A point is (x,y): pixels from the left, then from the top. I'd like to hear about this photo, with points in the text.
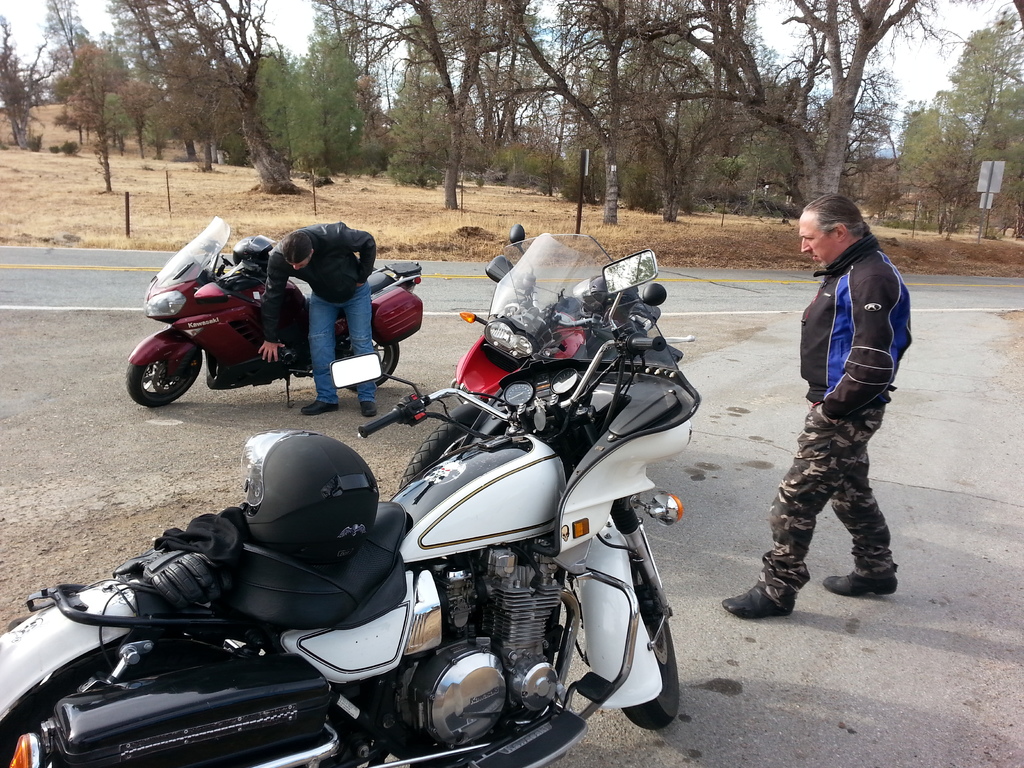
This image consists of three bikes (239,601) and two persons (908,345). At the bottom (721,658), there is a road (865,669). In the background (717,192), we can see many trees (966,197) and dry grass (502,206) on the ground (186,187).
